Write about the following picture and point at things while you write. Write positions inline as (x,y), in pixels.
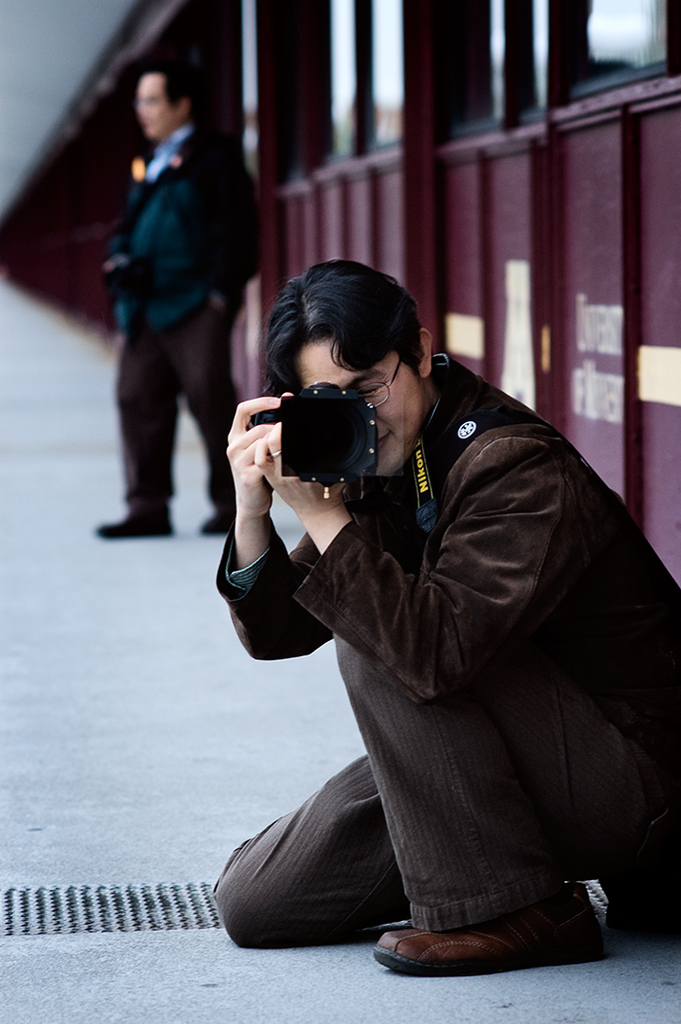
In this image I can see two men (182,363) where a man (254,411) is holding a camera (354,477) and also he is wearing a specs (385,401).
